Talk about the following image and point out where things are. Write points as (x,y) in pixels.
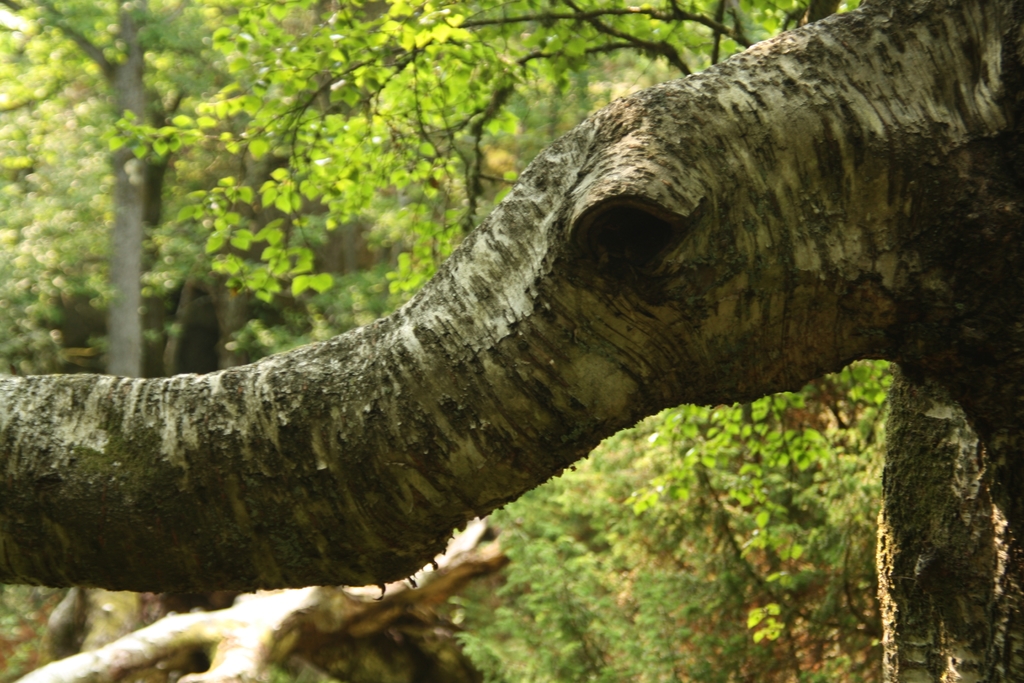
In this image we can see many trees (917,292). We can see the trunk (931,520) of a tree (904,517).
